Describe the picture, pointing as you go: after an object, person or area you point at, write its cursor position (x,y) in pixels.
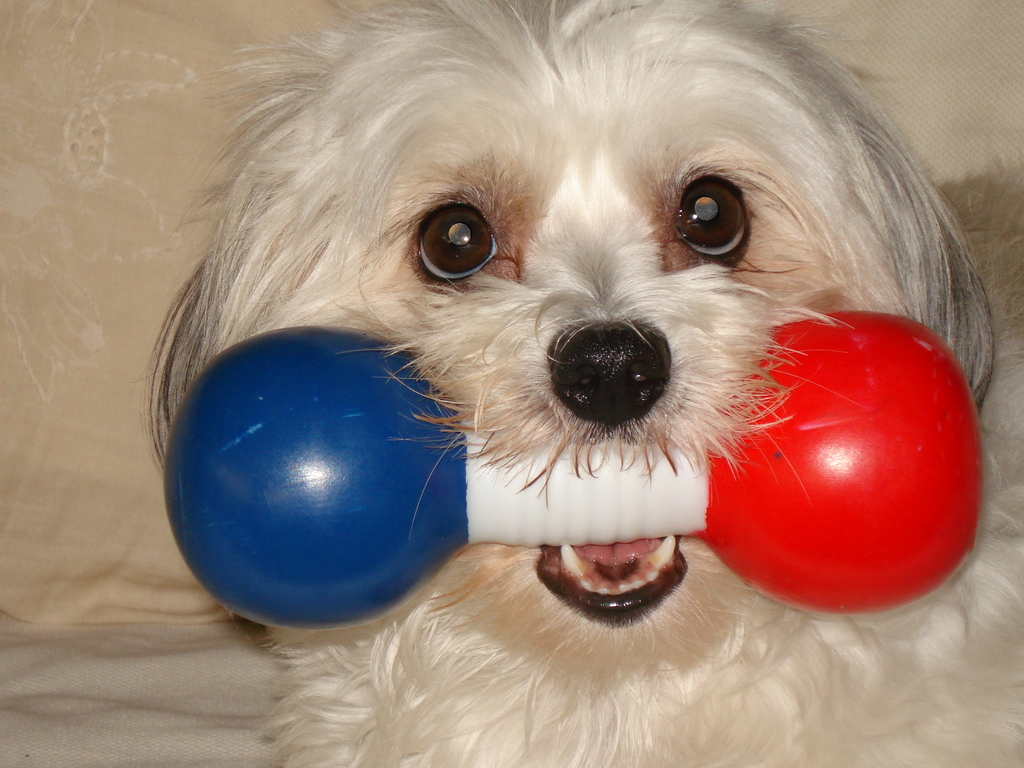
There is a puppy (734,86) in the foreground area of the image (669,448), it seems like a toy bone (617,508) in its mouth (677,549) and a pillow (117,266) in the background (79,157).
